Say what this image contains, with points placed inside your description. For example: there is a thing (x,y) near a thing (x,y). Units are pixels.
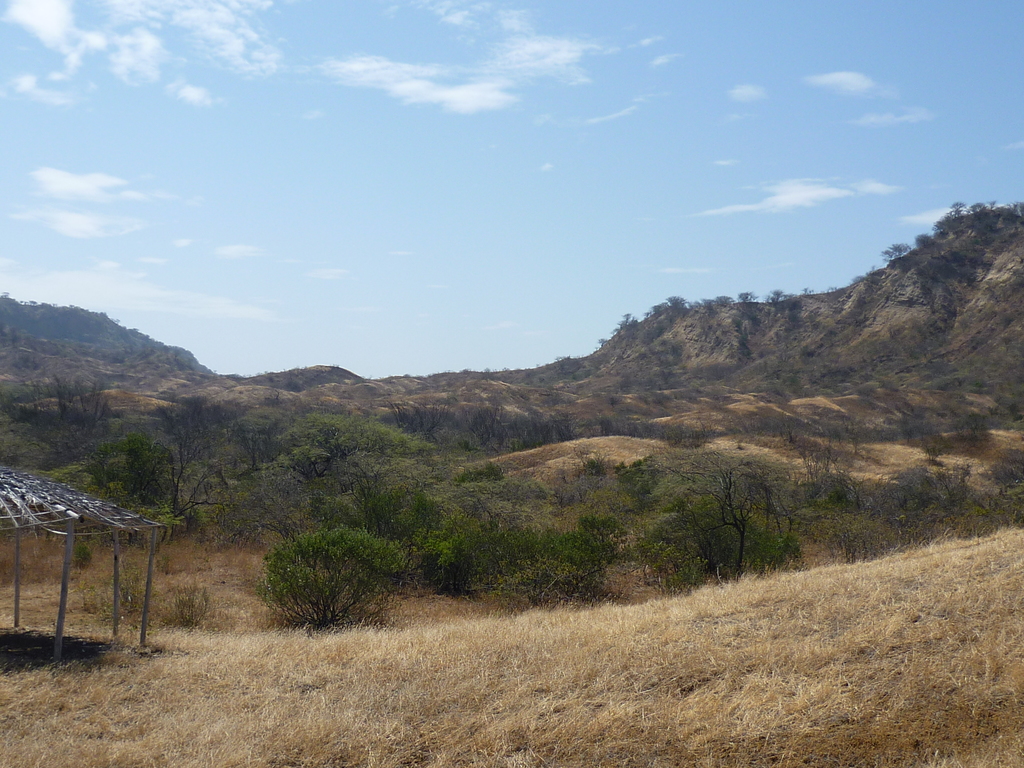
In this picture there is dried grass land (463,615) at the bottom side of the image (764,600), there is a shed (111,553) on the left side of the image (19,485) and there are trees (577,489) in the center of the image (591,428).
